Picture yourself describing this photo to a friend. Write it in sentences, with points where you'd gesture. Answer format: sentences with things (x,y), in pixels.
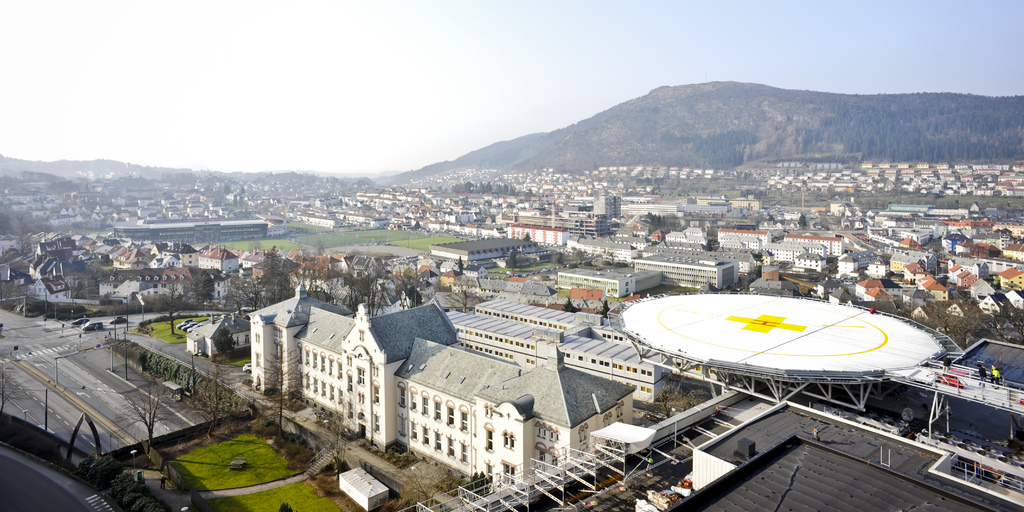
In the image there are many buildings (528,245) and houses (877,287) with roofs (833,285), walls (534,443) and windows (551,436). And also there is a helipad (817,332) in between them. On the left of the image (71,391) there is a roads (60,391) and poles (114,337) with lights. And in the background (980,108) there are hills (753,142). At the top of the image (121,117) there is a sky (266,31).
